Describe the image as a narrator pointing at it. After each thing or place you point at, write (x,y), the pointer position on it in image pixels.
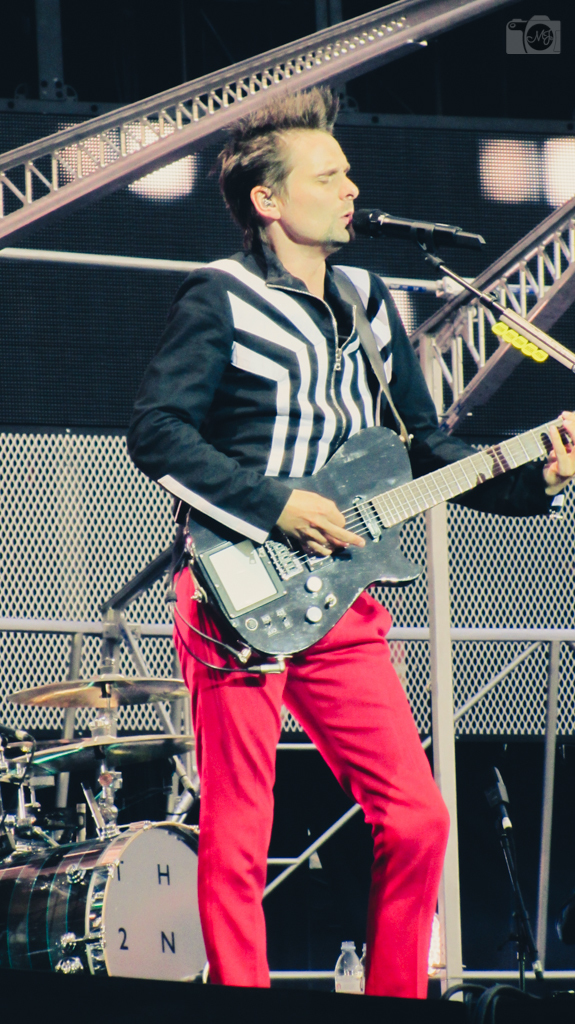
In this picture is a man (316,212) holding the guitar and playing the guitar (407,502), he is singing and there's also microphone (437,234) in front of him and has a drum set (108,812) behind him.
